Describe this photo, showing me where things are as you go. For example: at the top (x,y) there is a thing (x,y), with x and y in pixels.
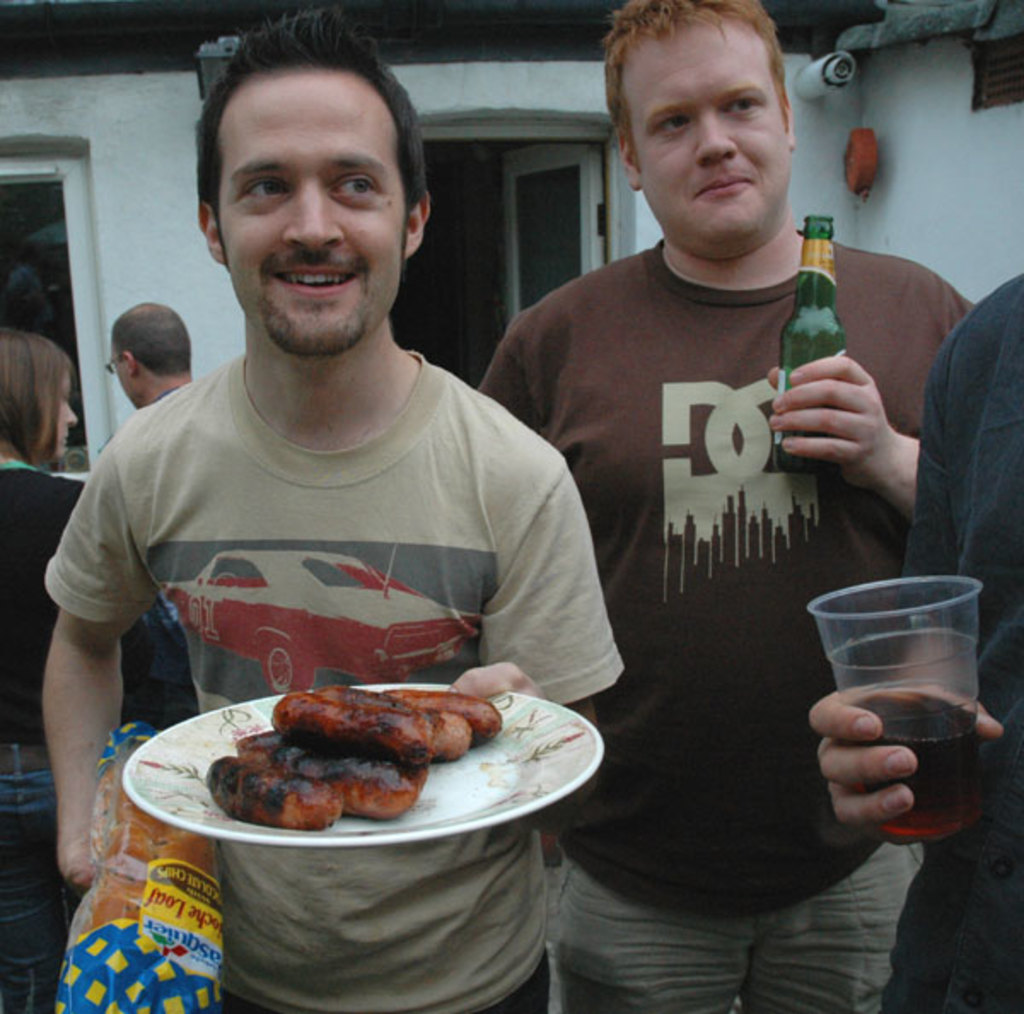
In this picture we can see few people (446,516), on the left side of the image (319,498) we can see a man (255,538), he is holding a plate (248,826) and a cover (147,853), we can see food (369,731) in the plate (462,805), beside him we can find another man (608,357), he is holding a bottle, on the right side of the image (968,389) we can see a person (939,429) and the person (874,810) is holding a glass (896,723), we can see drink (936,766) in the glass (933,597).
